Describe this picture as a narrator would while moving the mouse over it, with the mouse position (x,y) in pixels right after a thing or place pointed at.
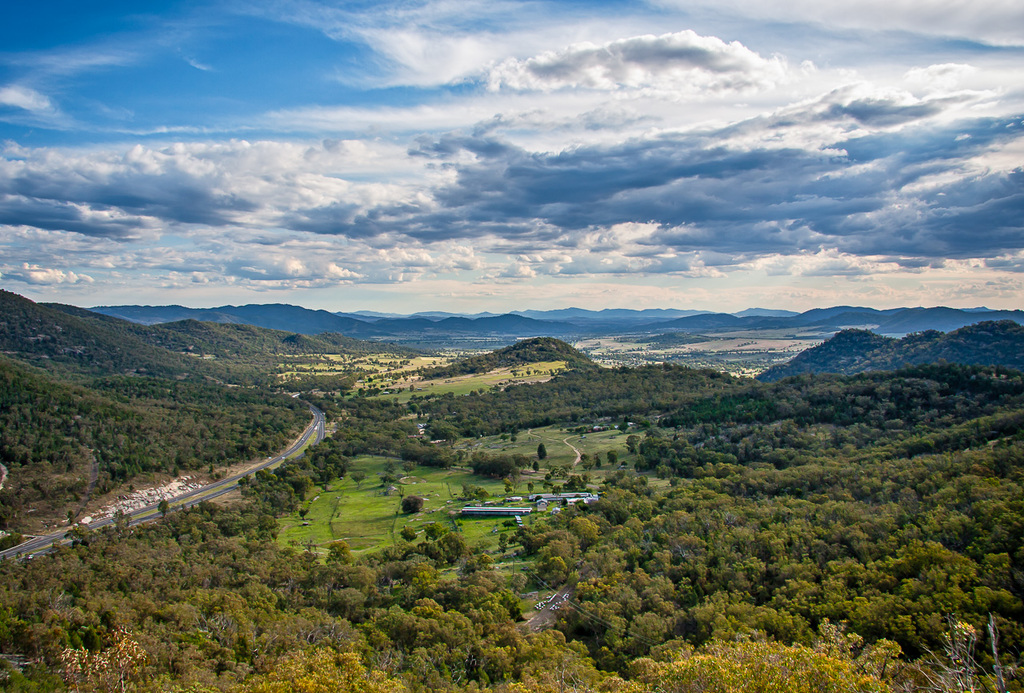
In this picture we can see the road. There are trees (571,648), some objects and a few mountains (670,318) in the background (779,310). We can see the cloudy sky (412,196).
